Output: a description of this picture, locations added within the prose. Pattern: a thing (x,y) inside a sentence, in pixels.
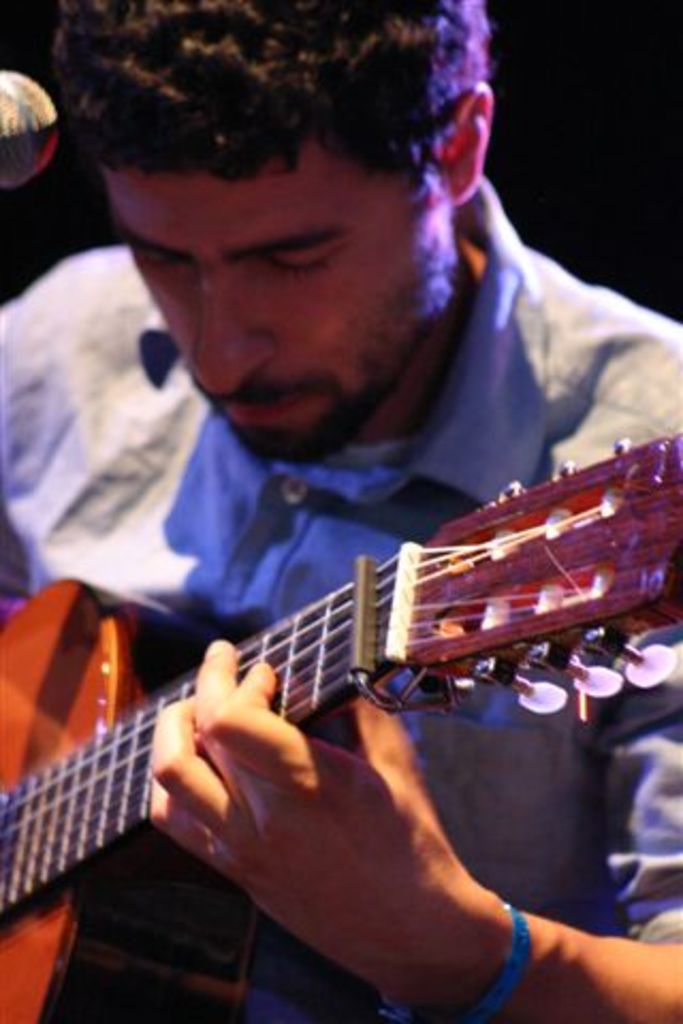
This picture shows a man (81,379) playing a guitar (111,1018) can we see a microphone (26,179).
